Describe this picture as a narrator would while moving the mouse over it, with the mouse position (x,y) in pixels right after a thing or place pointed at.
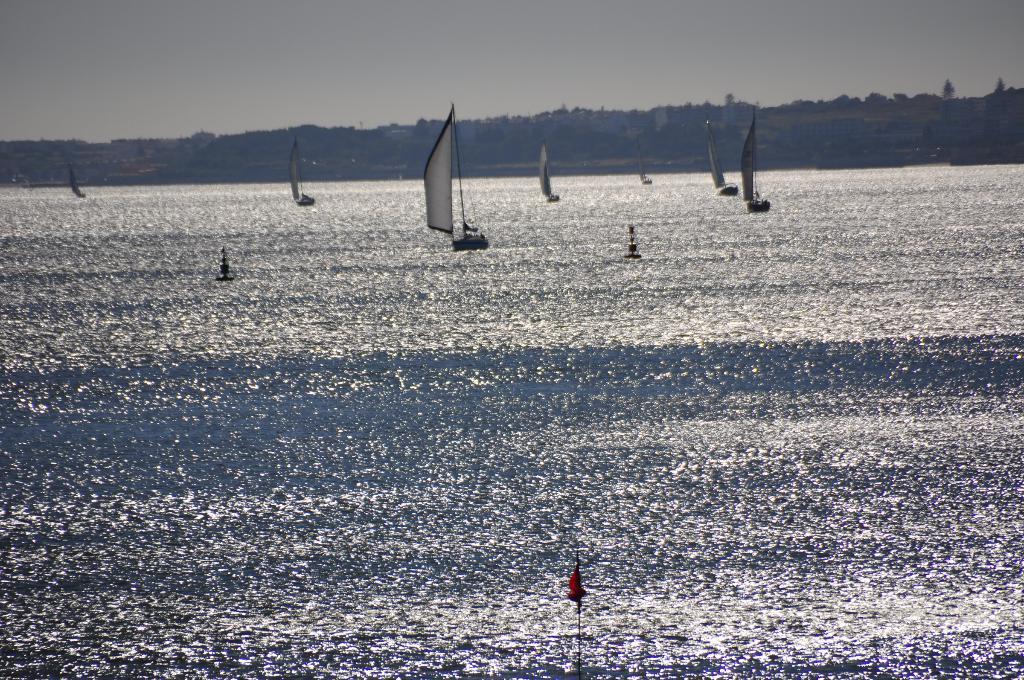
In this image, we can see boats (641,160) with sails (435,205) are on the water (725,423). In the background (816,120), there are hills (818,121) and trees (893,101). At the top (447,68), there is sky (375,41).
